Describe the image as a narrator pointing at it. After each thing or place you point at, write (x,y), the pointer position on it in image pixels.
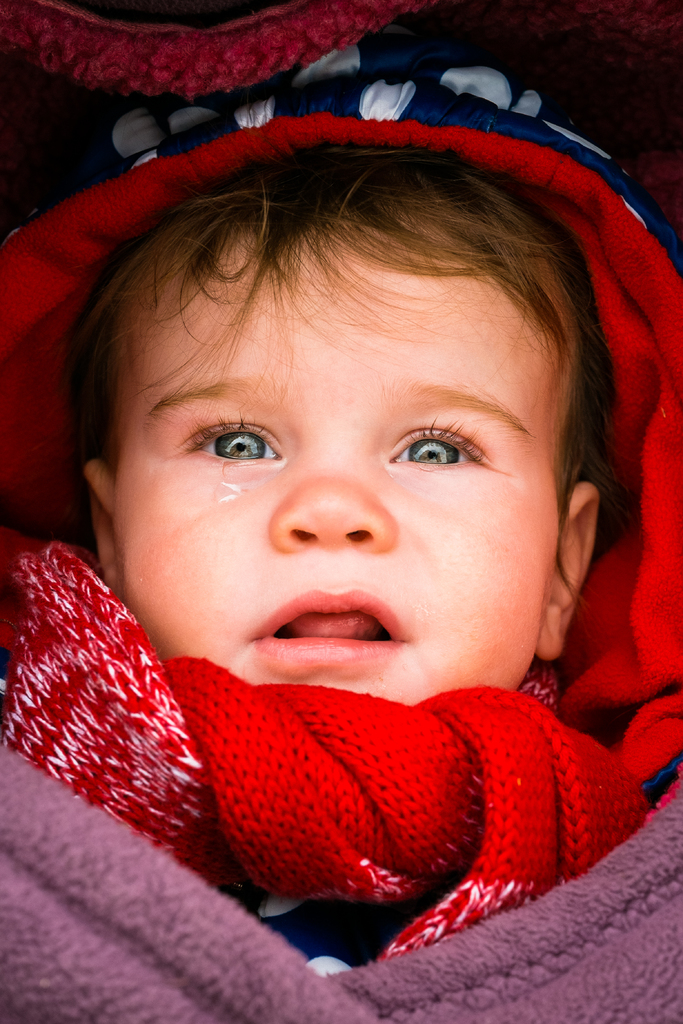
In this image I can see a baby (441,291) and baby (452,530) wearing a red color cap (1,583) and violet color sweater (618,934).
